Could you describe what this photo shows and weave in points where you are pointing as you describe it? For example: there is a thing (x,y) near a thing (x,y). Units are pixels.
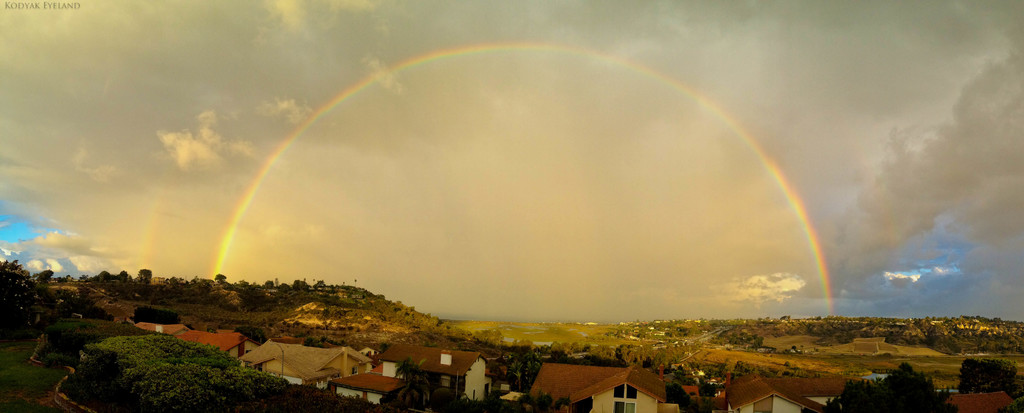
In the center of the image (493,250) we can see the sky (373,228), clouds (288,237), trees (657,362), buildings (616,383), windows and a few other objects (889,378). And we can see the rainbow (407,59). At the top left side of the image (73,7), there is a watermark (56,1).
